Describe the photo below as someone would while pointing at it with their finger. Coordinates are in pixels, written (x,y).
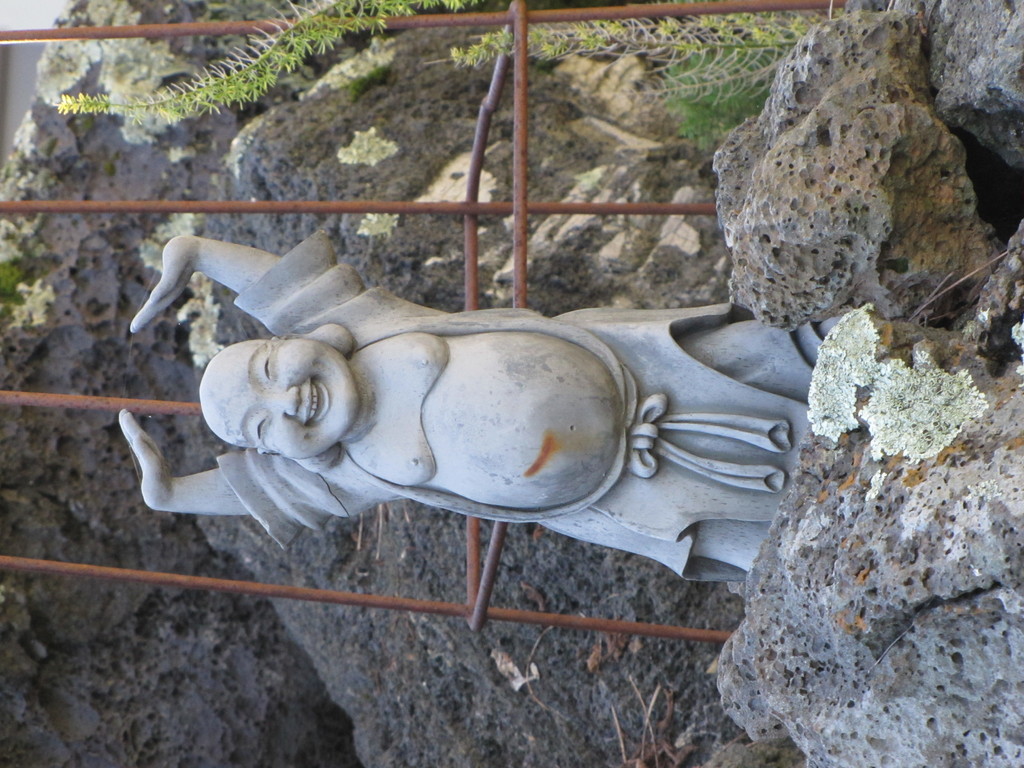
In this image, there is a laughing Buddha (466,328) in front of rods (469,598). There are rocks (867,562) on the right side of the image (815,192).
